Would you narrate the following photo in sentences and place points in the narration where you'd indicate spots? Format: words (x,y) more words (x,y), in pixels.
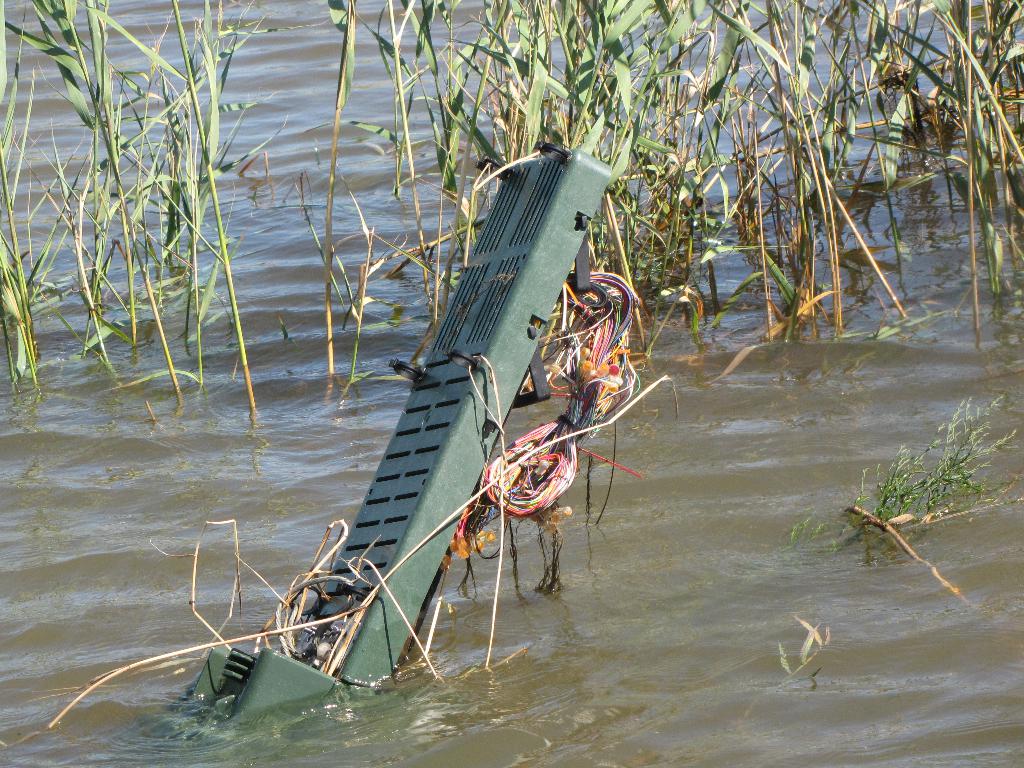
As we can see in the image there is grass (445,103), wires (543,428) and water (678,524).
